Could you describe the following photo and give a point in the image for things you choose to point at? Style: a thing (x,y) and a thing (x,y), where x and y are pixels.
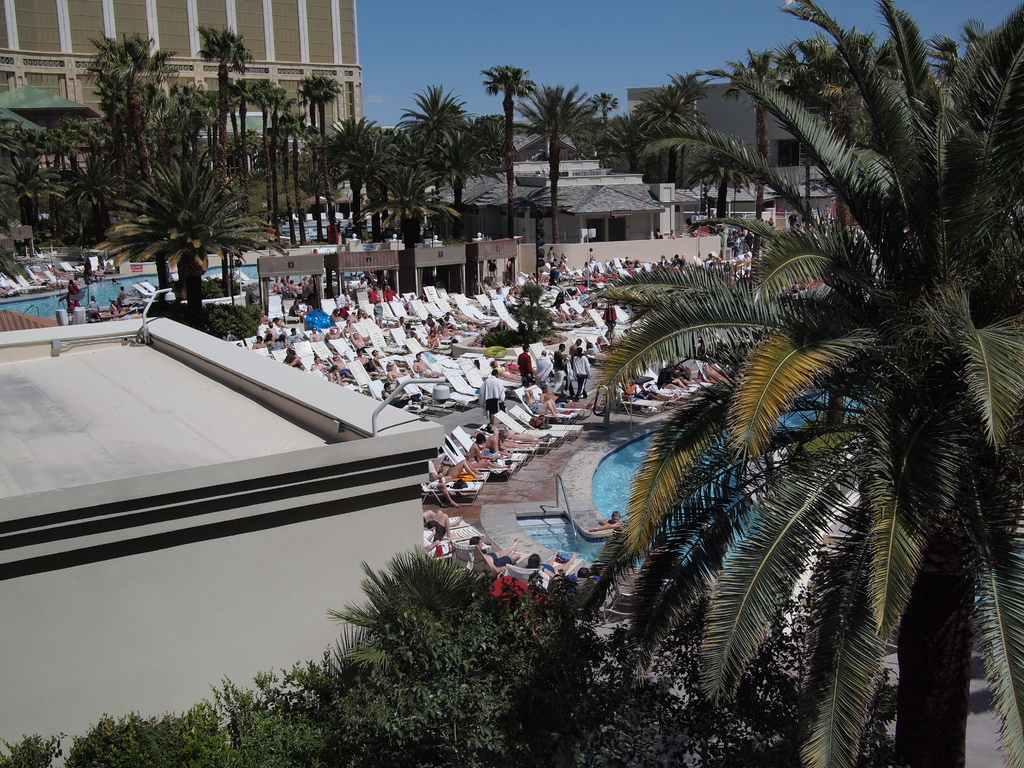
In this image on the right side (896,476) there are some trees (889,321), and in the center (470,375) there are some chairs (461,358) and some people (500,371) are sitting on chairs (409,340) and some of them are walking. And on the right side (817,401) there is a swimming pool (629,463), and on the left side (183,398) there are some buildings (44,366) and trees (234,144) and some houses (567,221) and one swimming pool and on the top of the image (426,49) there is sky (632,36).
